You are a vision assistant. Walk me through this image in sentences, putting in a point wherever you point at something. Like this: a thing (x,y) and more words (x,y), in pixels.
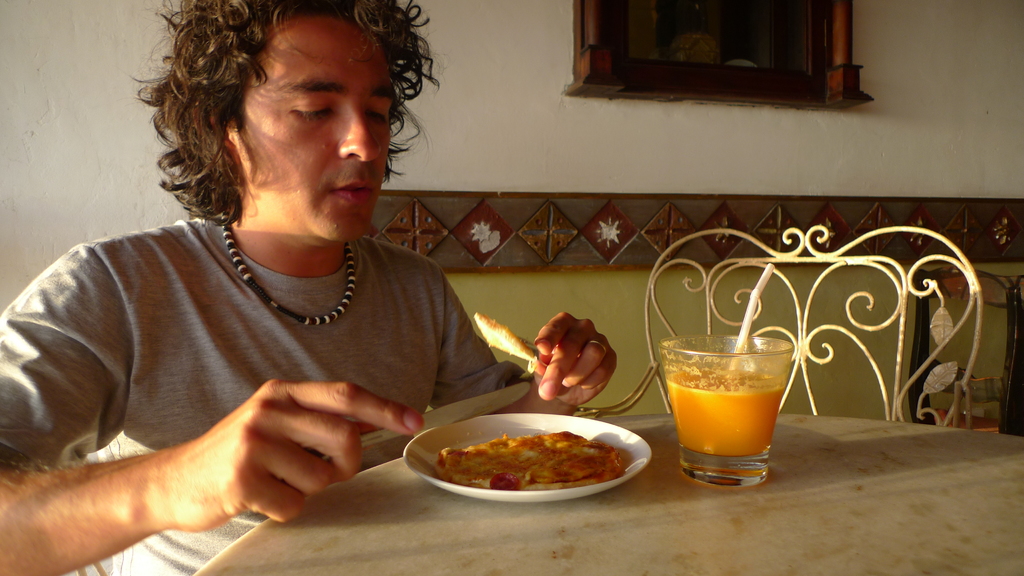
In this image I can see a person (296,404) is holding a knife (510,393) in hand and a table (954,466) on which a juice glass (718,460) and a plate (563,419) is kept. In the background (893,372) I can see a wall (677,175) and a window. This image is taken may be during a day in a house (544,302).
